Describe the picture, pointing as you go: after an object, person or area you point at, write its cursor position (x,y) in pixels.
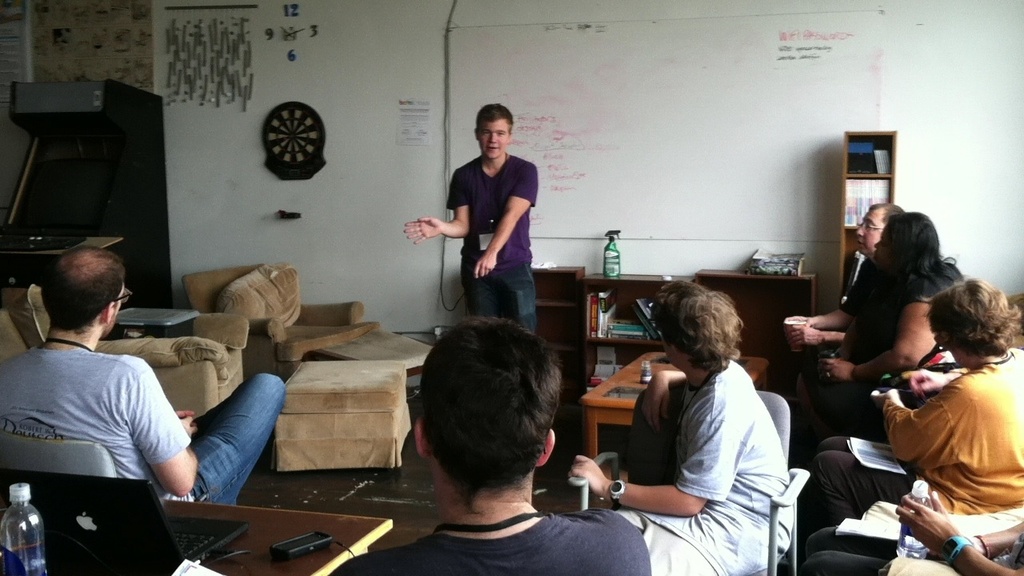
In the foreground of this picture (522,373), there are persons (553,520) sitting and there is a table (283,521) on which a laptop (106,529), bottle (38,530) and a mobile (294,542) is placed on it is present on the left bottom corner (293,541). In the background (506,204), there is a man (506,217) standing and talking something and we can also see few couches (317,331), racks (565,307), books (647,324), table (628,377), a white board (623,234), a bottle (618,273), a wall (305,48), a target pointer (278,141) and a machine (117,156).
